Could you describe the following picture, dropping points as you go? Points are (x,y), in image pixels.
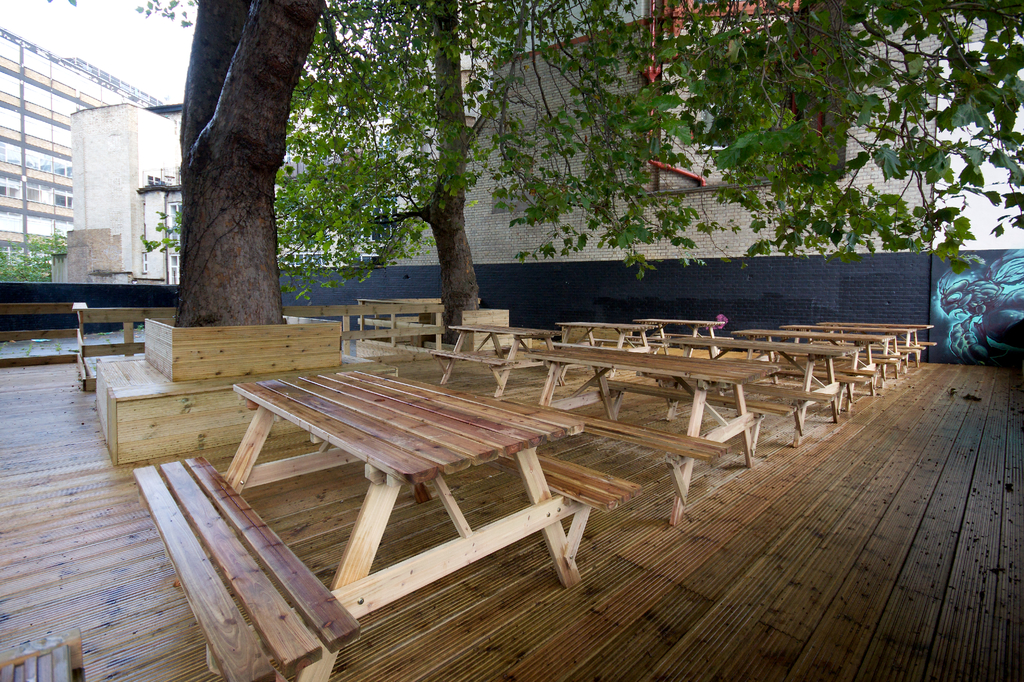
In the center of the image (397,417) we can see tables (419,390), benches (631,388), trees (348,217), fence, wall (557,283), one banner (937,358) and a few other objects (323,352). On the banner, we can see some object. In the background (150,131) we can see buildings (560,101), trees (559,103) and a few other objects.
